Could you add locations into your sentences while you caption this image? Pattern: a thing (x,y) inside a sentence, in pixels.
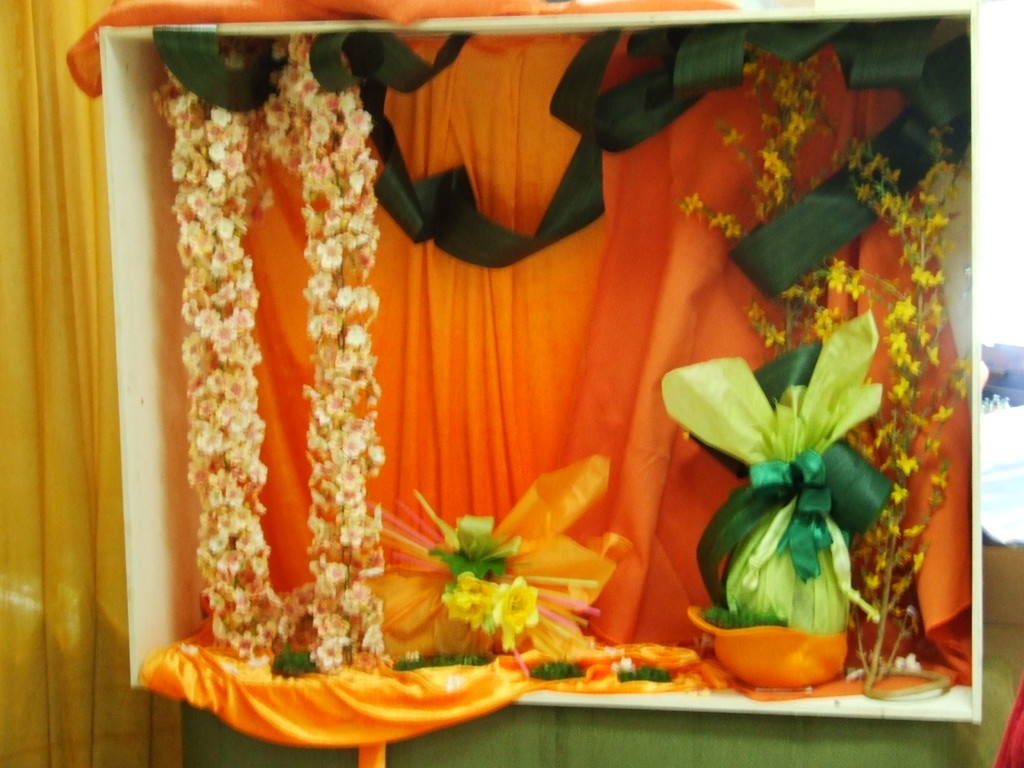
In this picture we can see flowers (243,581), clothes (439,413), ribbon (886,80), and decorative objects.
